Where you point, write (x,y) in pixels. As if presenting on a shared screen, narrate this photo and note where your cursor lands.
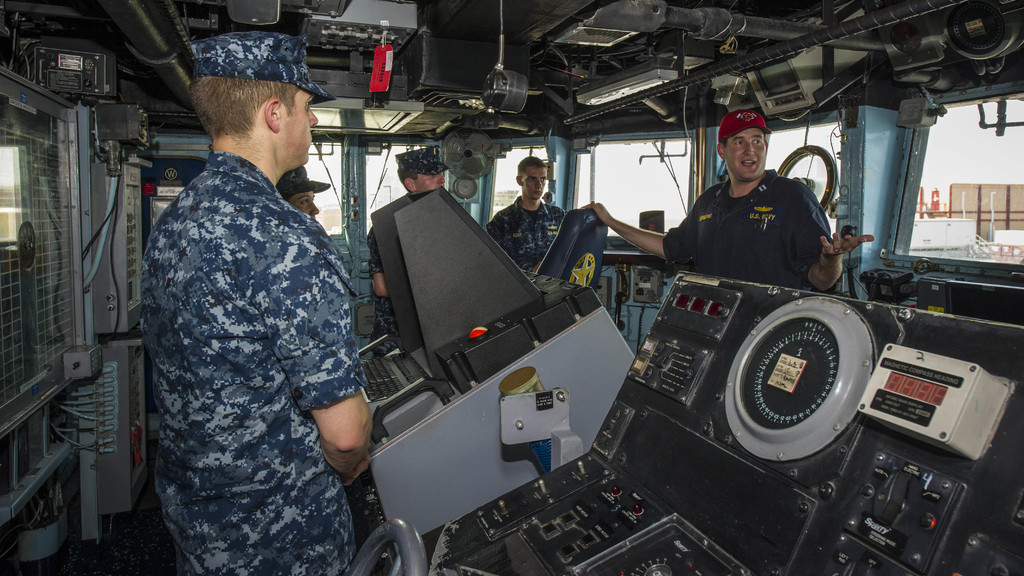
In this image, we can see people (279,181) standing and are wearing uniforms (186,285) and caps (261,65). In the background (580,56), there are some machines (557,354) and equipment (503,59) and some other rods (680,56) and objects (652,82).
